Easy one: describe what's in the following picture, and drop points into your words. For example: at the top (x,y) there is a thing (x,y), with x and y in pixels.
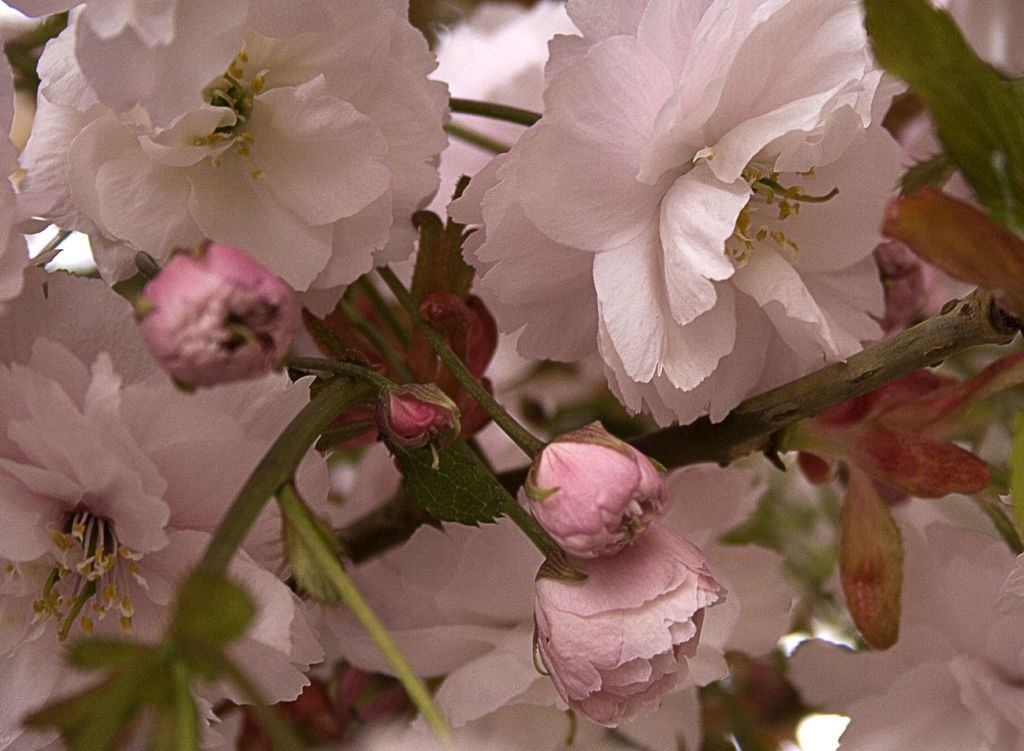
In this image we can see group of flowers (871,327) on stems (294,447) of plants (674,499).
